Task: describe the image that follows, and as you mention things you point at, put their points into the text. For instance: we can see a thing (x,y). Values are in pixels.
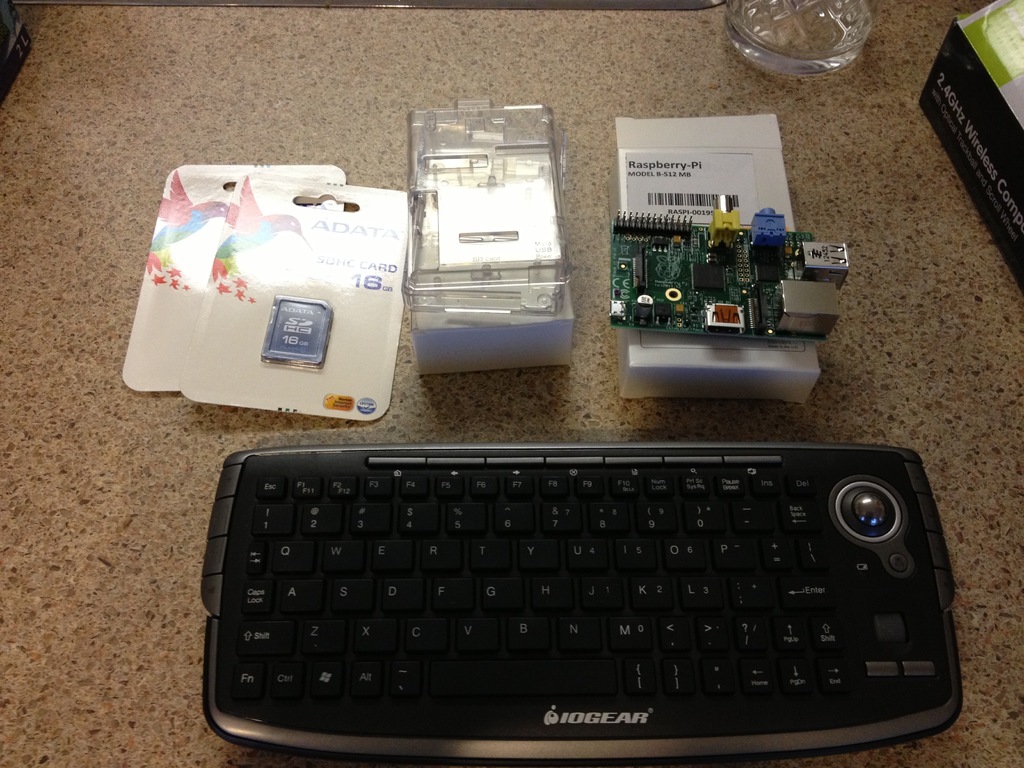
In this image we can see the boxes (705,159), keyboard (654,531) and some other objects (370,359) on the counter (170,566).
